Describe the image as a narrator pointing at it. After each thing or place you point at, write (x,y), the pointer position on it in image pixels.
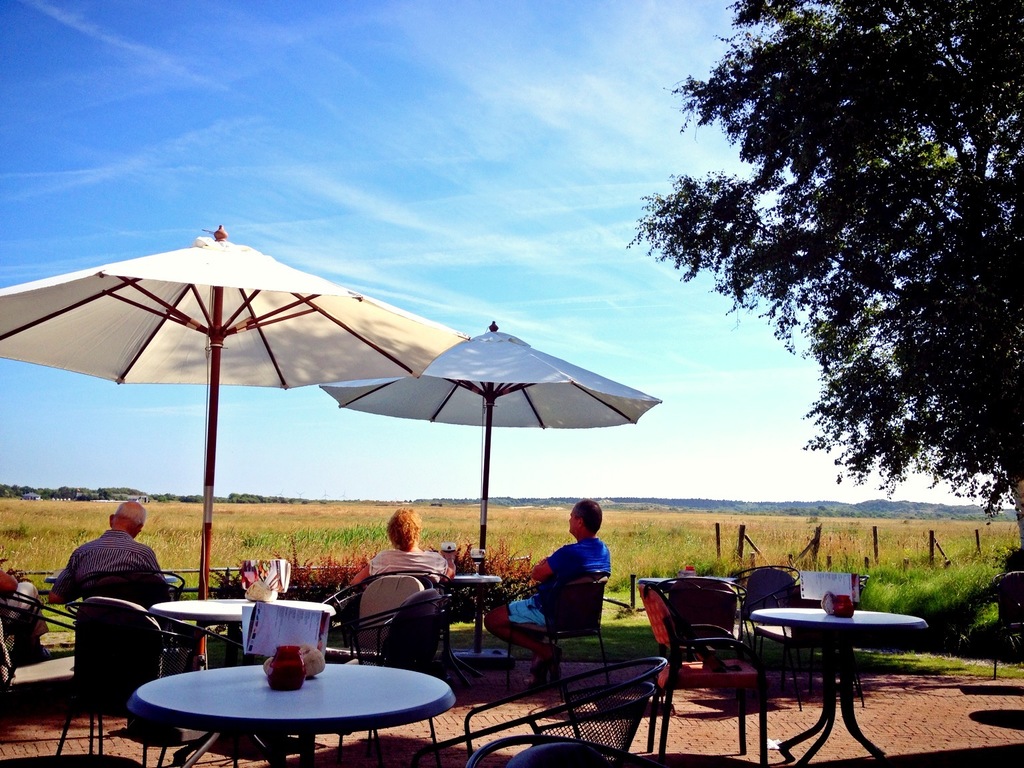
In this picture there are group of people (31,594) sitting on the chairs (556,584) under the umbrellas (297,271). There are chairs (575,767) and tables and there are objects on the tables (186,621). On the right side of the image (991,373) there is a tree (830,137) and there is a fence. At the back (490,529) there are trees (740,500) and there is grass (370,541). At the top (276,182) there is sky (301,175) and there are clouds (611,304).
